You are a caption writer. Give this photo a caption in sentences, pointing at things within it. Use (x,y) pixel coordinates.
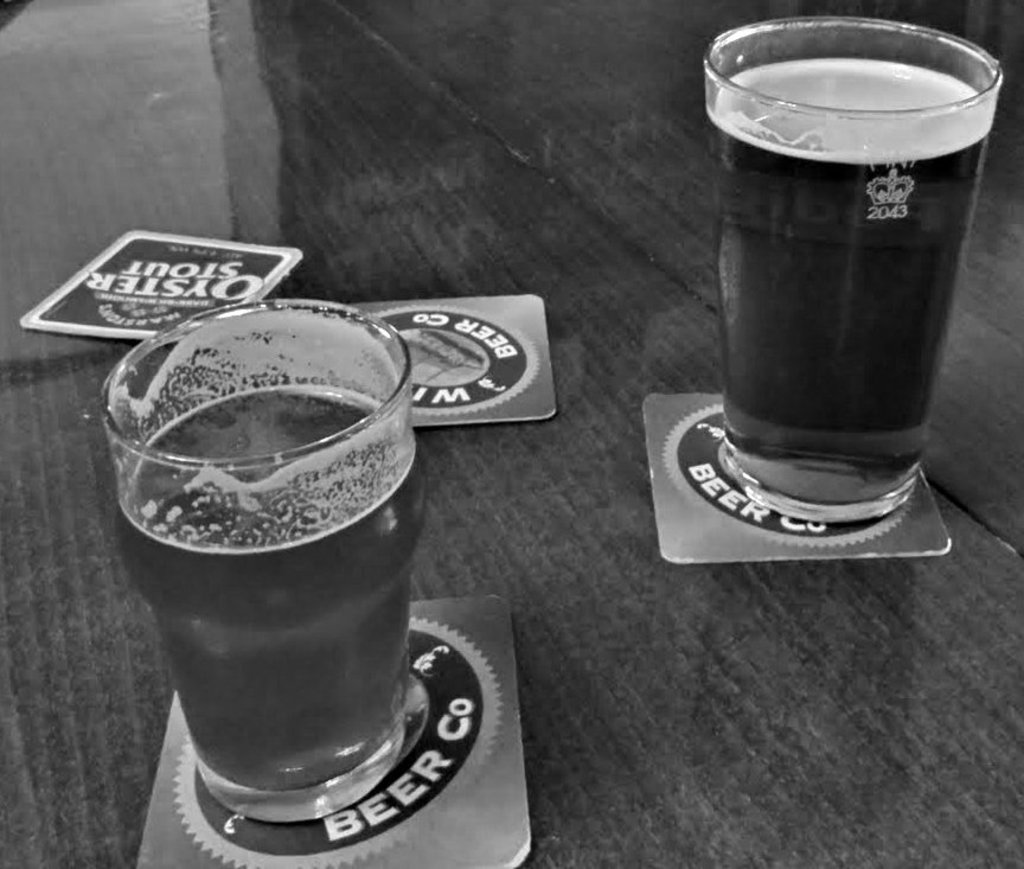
This is a black and white image. I can see two glasses (388,601) of liquid (894,288), which are placed on the table (621,558). I think these are the coasters (465,745), which are in square shape.
